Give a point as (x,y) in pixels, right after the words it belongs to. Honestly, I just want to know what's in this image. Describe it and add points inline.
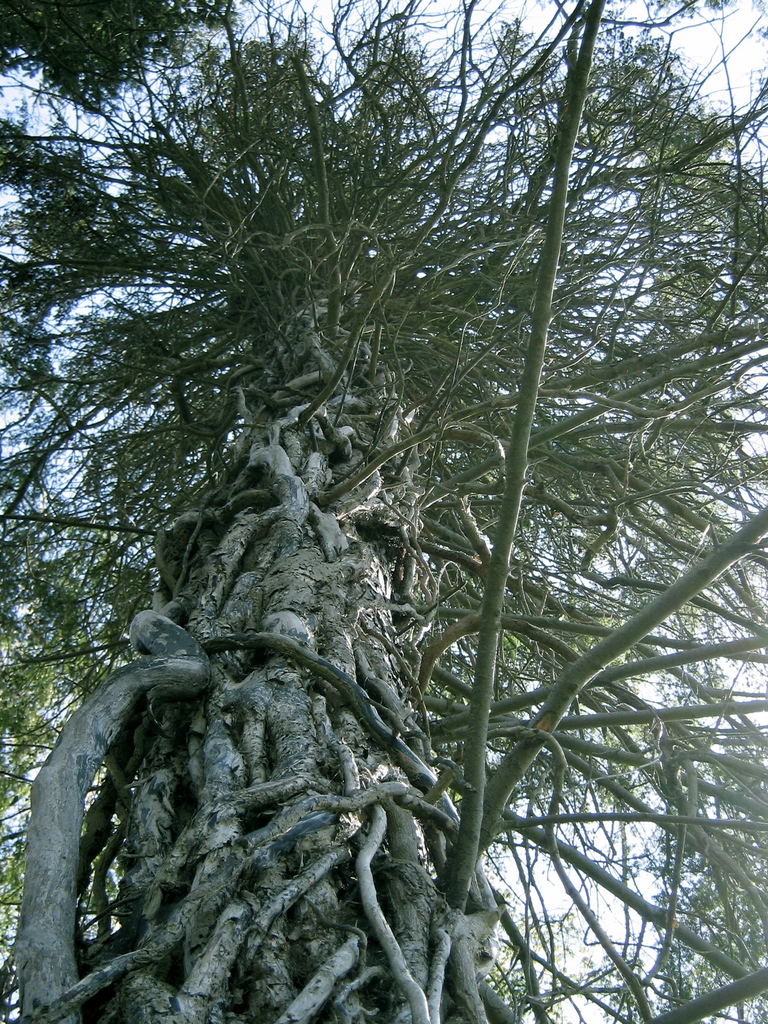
In the center of this picture (321,471) we can see an object (381,326) seems to be the tree (435,654) and we can see some other objects (648,628). In the background (599,280) we can see the sky (498,23) and this picture is clicked outside.
